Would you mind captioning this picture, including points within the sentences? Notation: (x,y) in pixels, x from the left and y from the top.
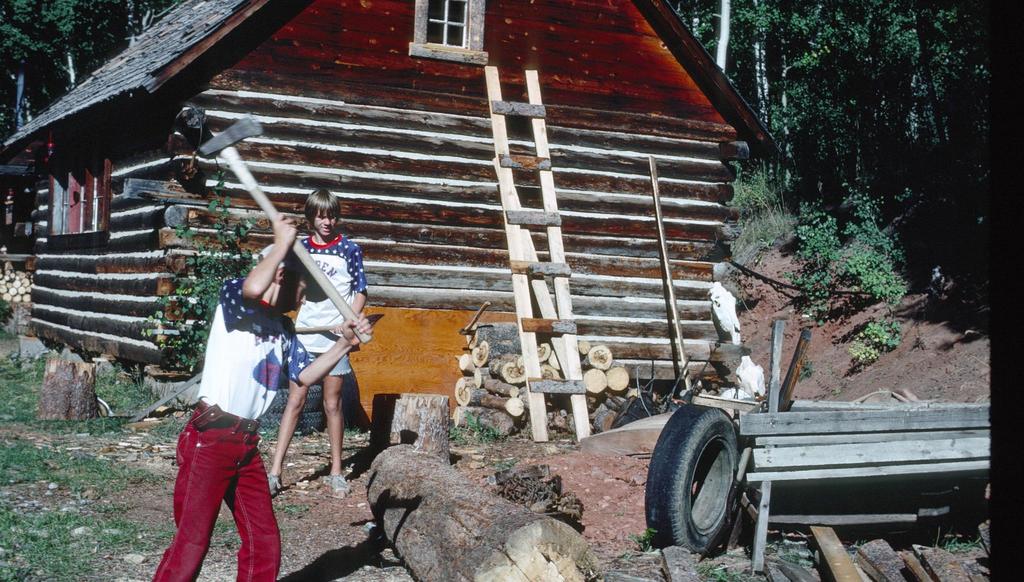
Here in this picture, in the front (232,316) we can see a child (249,310) trying to cut the log (453,524) present in front of him, with the help of an axe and beside him also we can see another child (316,249) present and we can see a house (264,181) with windows (76,193) present over a place and we can also see a ladder (541,146) present and we can see other logs (464,360) present and we can see the ground (63,428) is covered with grass (67,515) and we can also see plants (861,278) and trees (818,19) present and on the right side (697,431) we can see a Tyre (709,444) and a bench (748,424) present.
